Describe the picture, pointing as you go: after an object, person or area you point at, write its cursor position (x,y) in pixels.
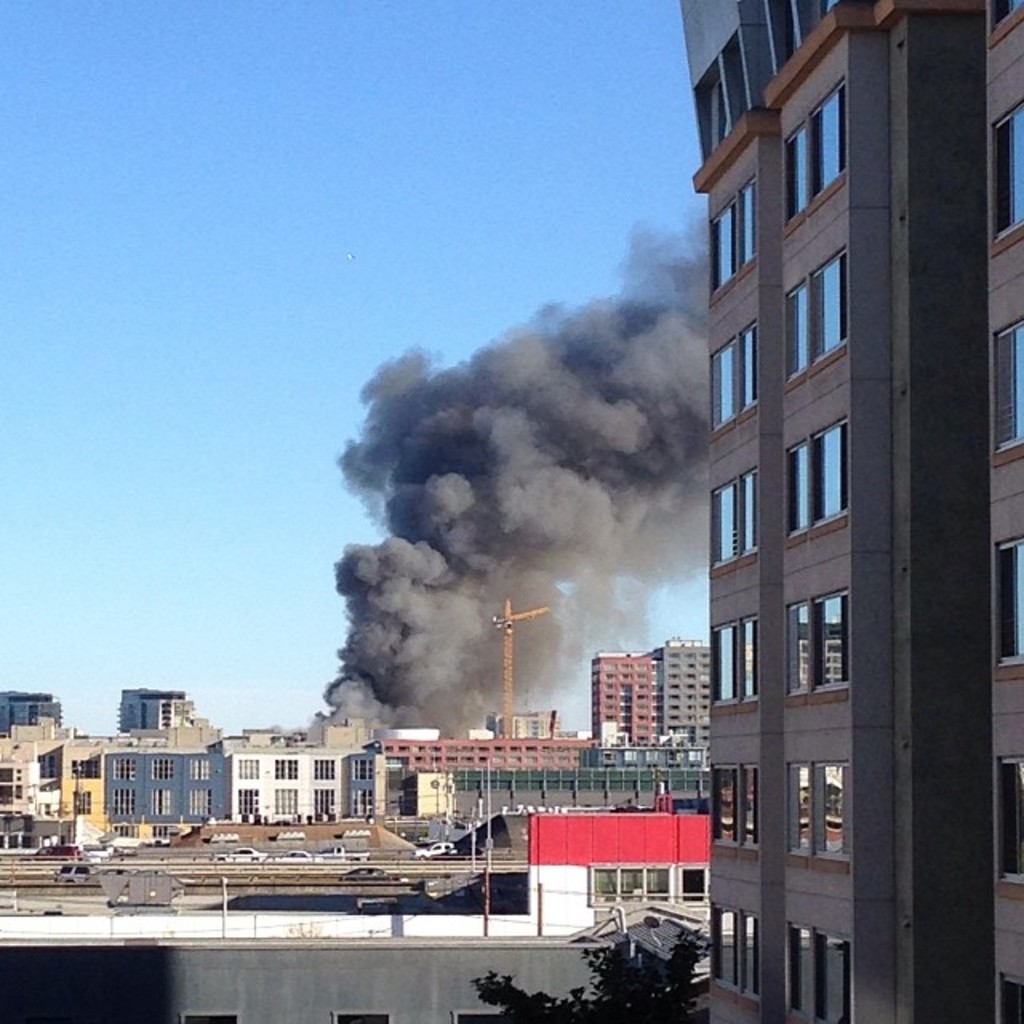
There are buildings (562,792), poles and the smoke (358,661) in the foreground area of the image (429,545) and the sky (573,249) in the background (329,192).
